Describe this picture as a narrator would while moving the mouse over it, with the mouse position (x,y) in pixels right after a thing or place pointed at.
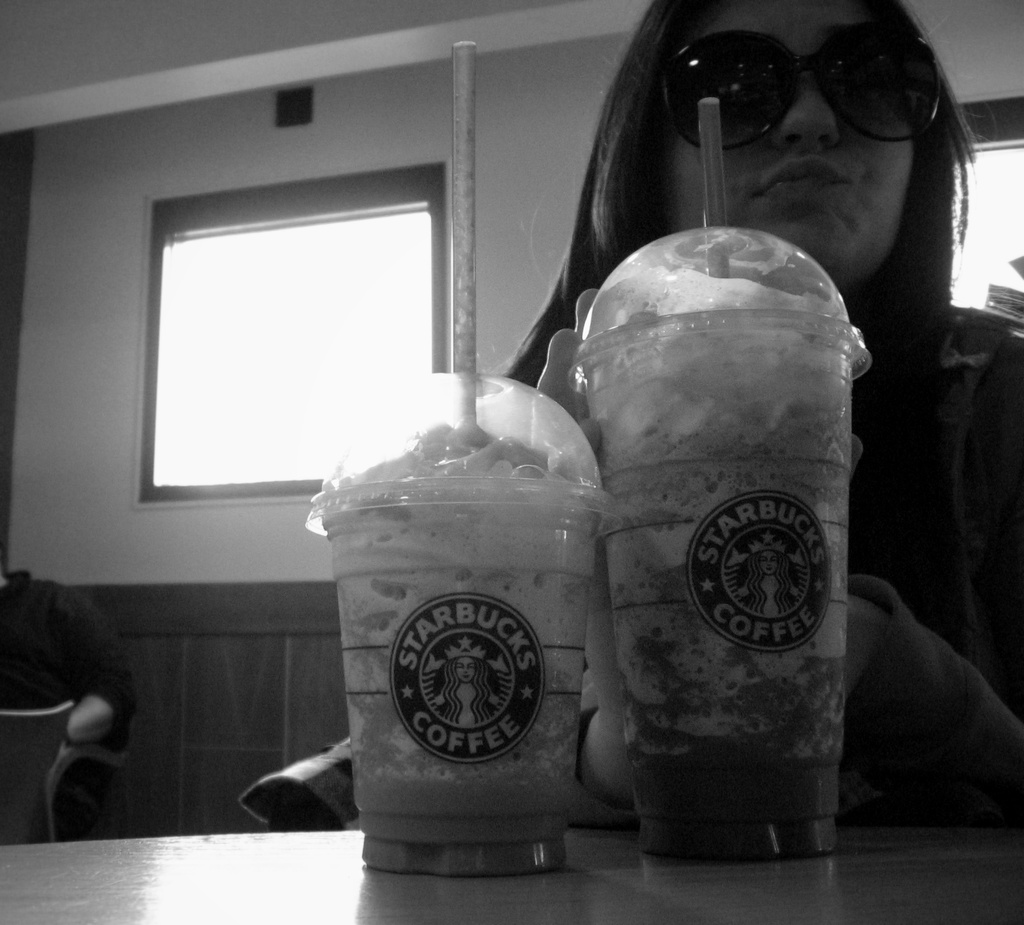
This image is taken inside a room (103,45). In the left side of the image (56,602) there is a person (45,590) sitting on a chair (21,770). In the right side of the image (697,487) there is a woman (907,67) sitting on a chair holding a coffee mug (644,457) in her hand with a straw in it. There is a table (112,878) in this image. There is a wall (131,161) with a window (304,297).
